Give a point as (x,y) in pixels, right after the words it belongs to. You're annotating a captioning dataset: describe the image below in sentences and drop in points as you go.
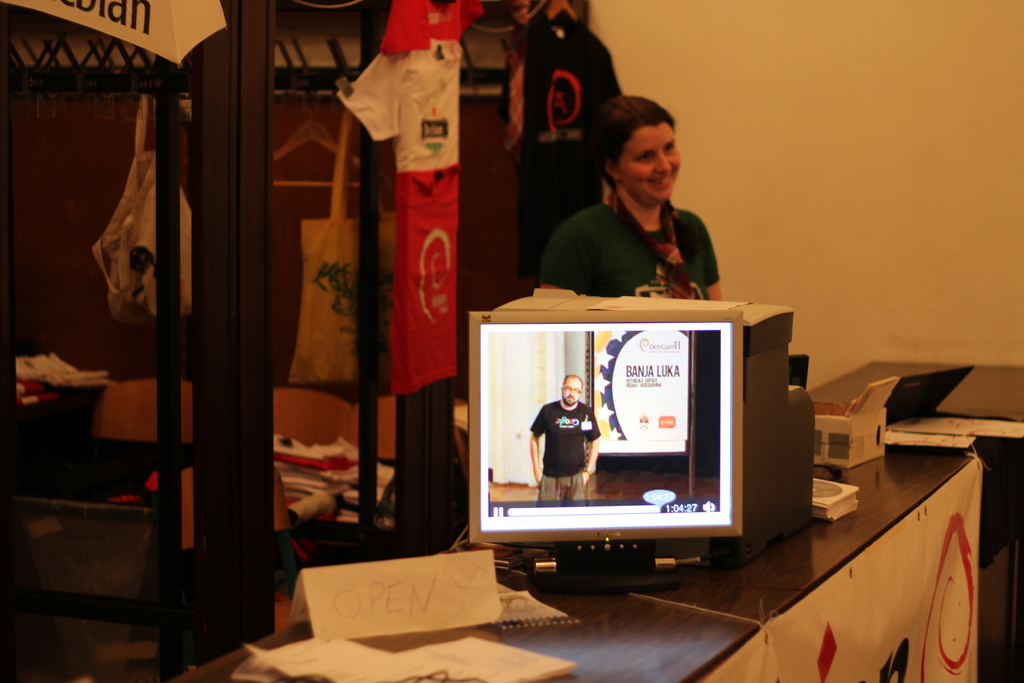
In this image I can see a woman (698,254) and a smile on her face (649,182). Here I can see a monitor (582,358) and a photo (562,374) of a man (569,409).
